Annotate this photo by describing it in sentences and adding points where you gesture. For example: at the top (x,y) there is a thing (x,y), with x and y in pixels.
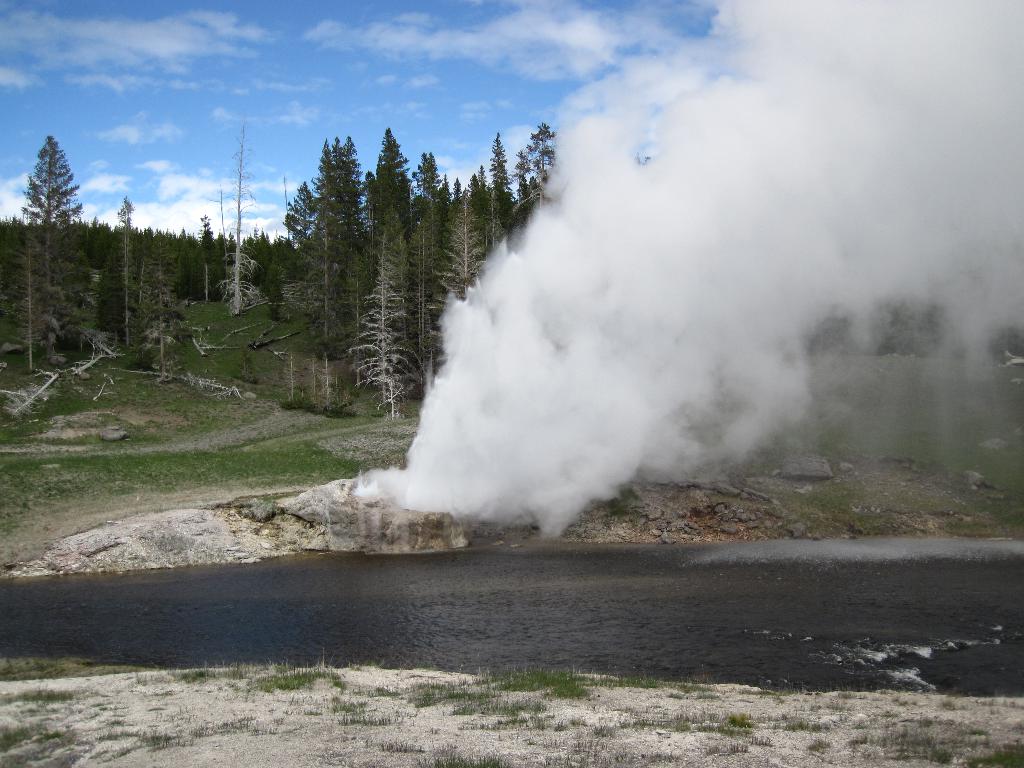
In this picture we can observe a lake (512,616) flowing. There is some grass (294,679) on the land (214,479). We can observe white color smoke (562,372) here. In the background (363,267) there are trees (346,254) and a sky (223,170) with some clouds (496,50).
